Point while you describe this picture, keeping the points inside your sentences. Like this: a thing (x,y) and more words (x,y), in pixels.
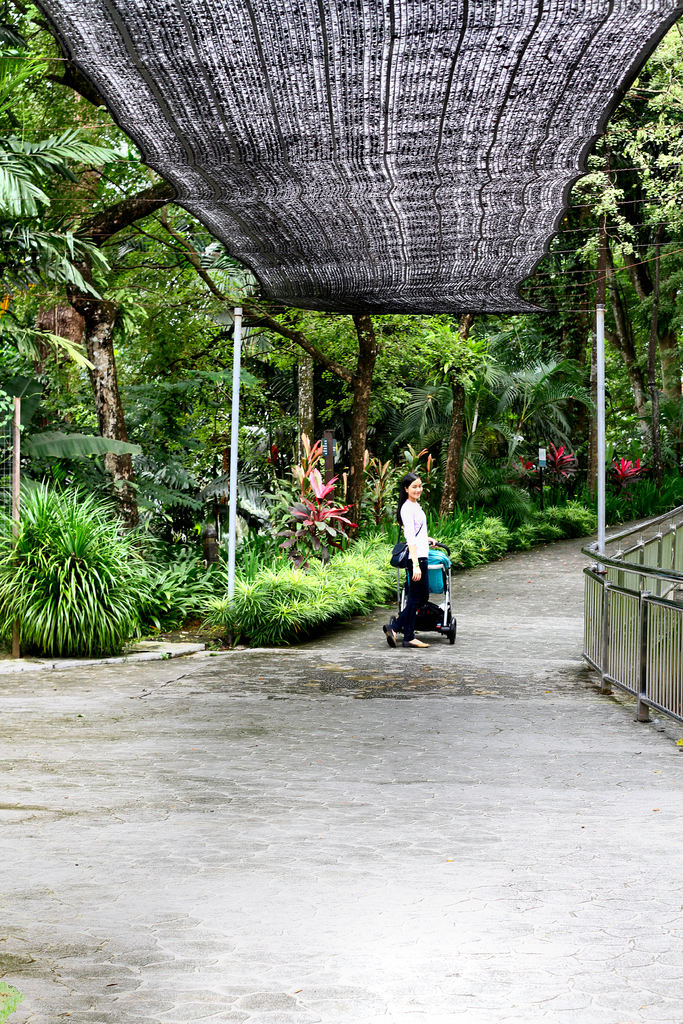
In this image we can see a lady (409,539) holding a bag (406,562). She is standing near to a stroller (447,607). On the right side (644,598) there is a railing (644,598). There are poles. To the poles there is a sheet (337,152) attached. In the background (223,504) there are trees (406,421) and plants (193,520). And we can see a road (443,652).
